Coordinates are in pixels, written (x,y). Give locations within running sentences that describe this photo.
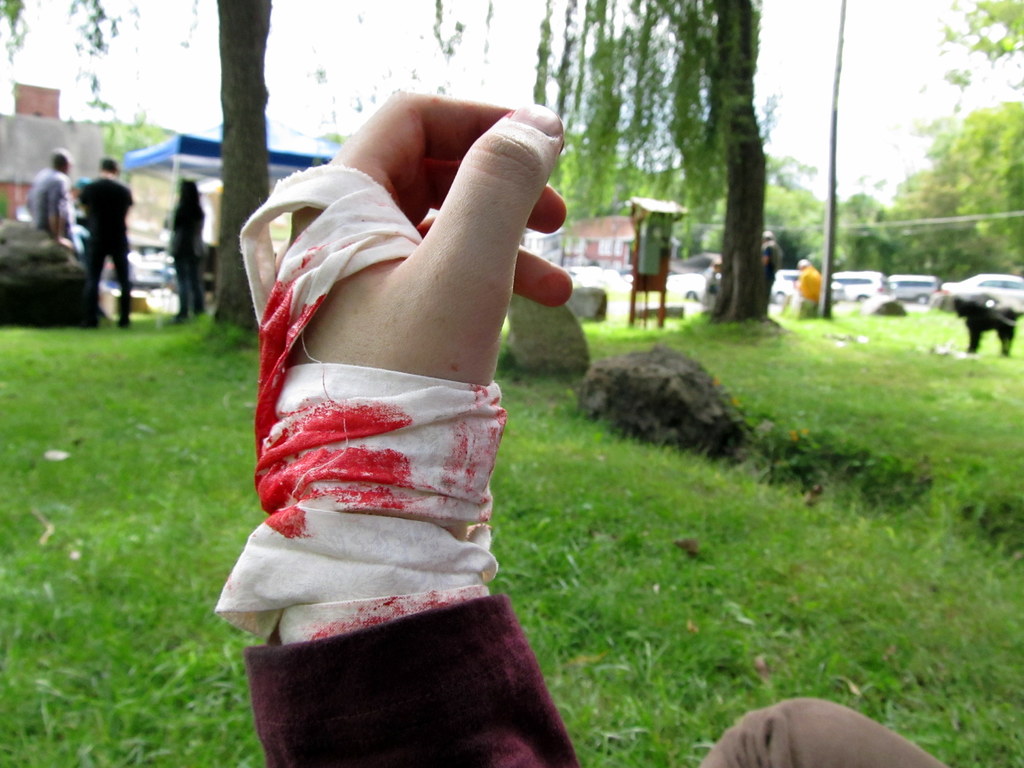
In this picture we can see grass (793,399), few vehicles (996,282) and few people (88,196), in the background (248,76) we can find few trees (255,63), buildings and a dog (961,318), and also we can see rocks (557,345).
